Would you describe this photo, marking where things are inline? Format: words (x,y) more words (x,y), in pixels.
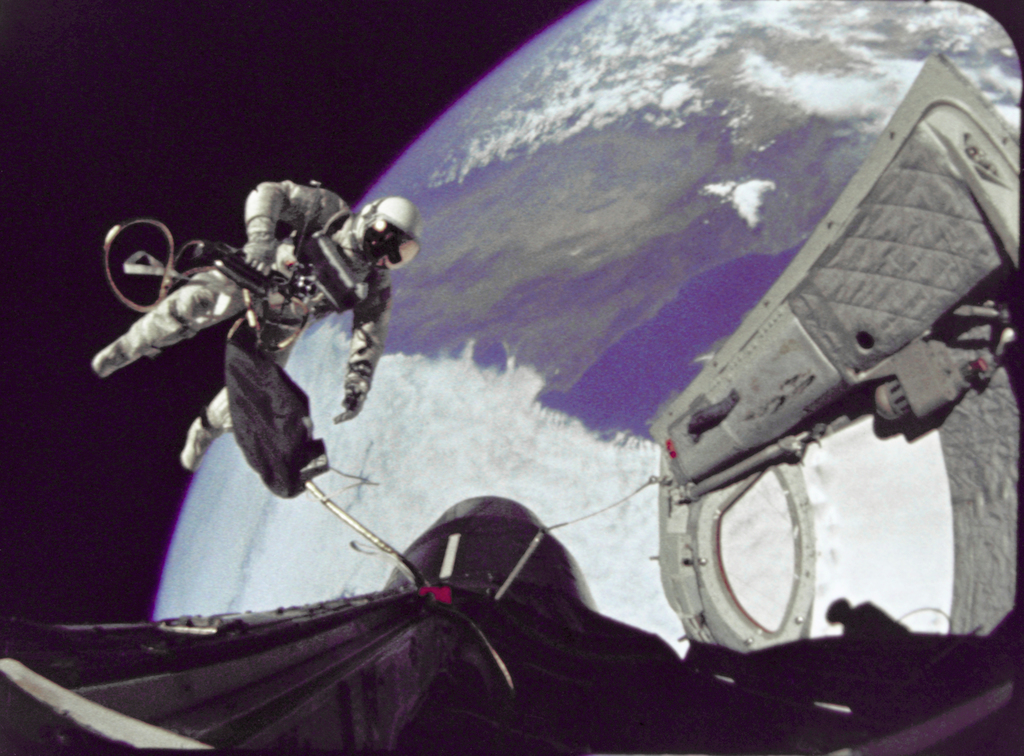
In this image there is a space shuttle (160,692), an astronaut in the space (331,169), and in the background (316,394) there is earth (485,255).
